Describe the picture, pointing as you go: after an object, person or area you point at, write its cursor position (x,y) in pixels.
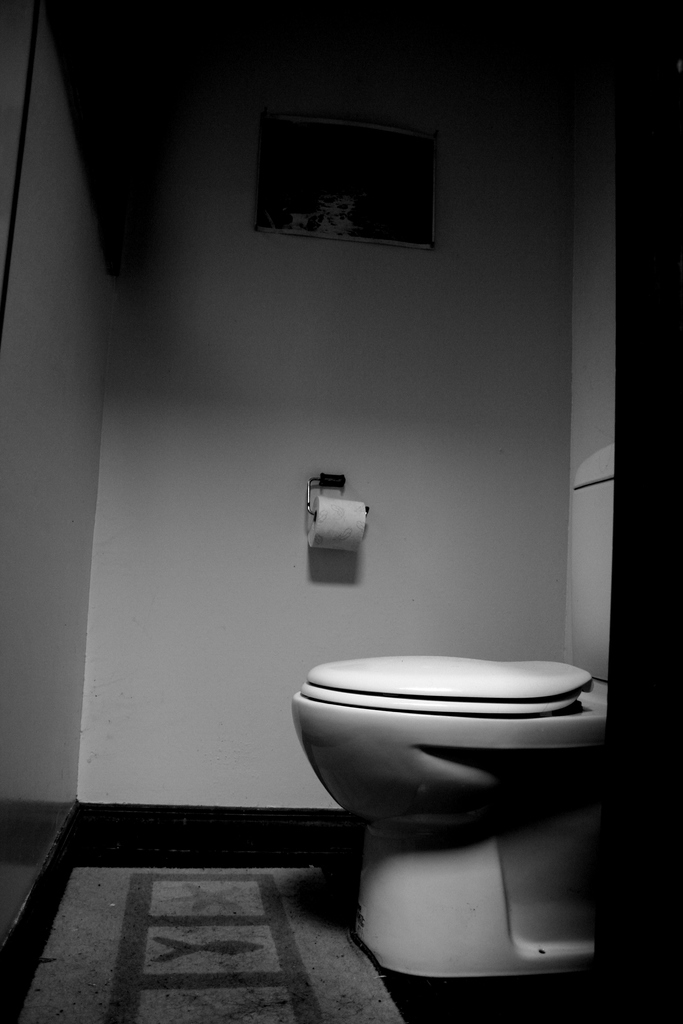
This image is taken in the toilet. On the right side of the image (526,950) we can see a toilet seat (551,674) and there is a tissue roll (351,525). In the background (252,383) there is a wall (365,369) and we can see a frame (304,230) placed on the wall (160,476). At the bottom (143,971) there is a floor (195,976).
